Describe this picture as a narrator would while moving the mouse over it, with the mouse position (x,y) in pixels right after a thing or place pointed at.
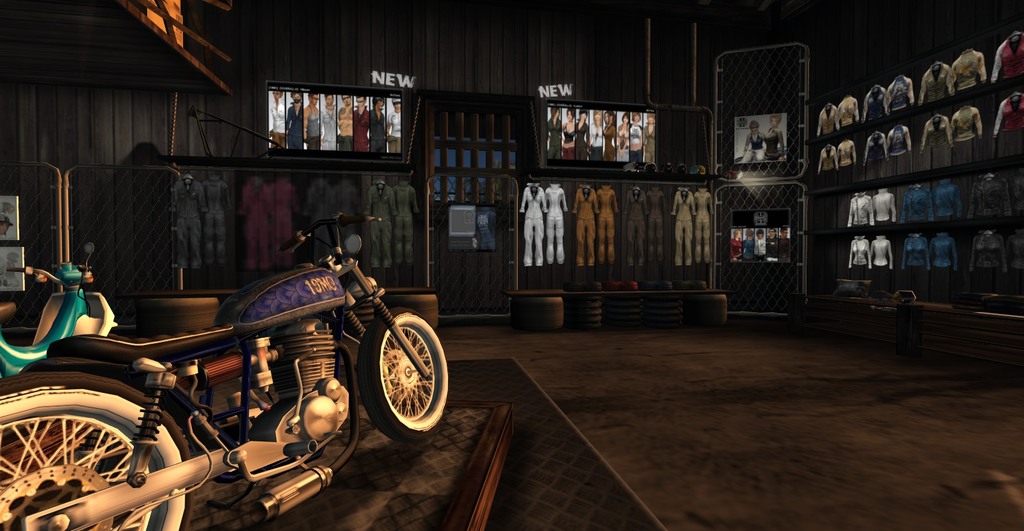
This is an animated image. This picture might be taken inside the room (984,418). In this image, on the left side (138,343), we can see two bikes (71,319). On the right side (980,187), we can see some dresses (986,204). In the background (698,201), we can see a door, dresses (598,203) and a photo frame (762,226) which is attached to a wall (365,244).
